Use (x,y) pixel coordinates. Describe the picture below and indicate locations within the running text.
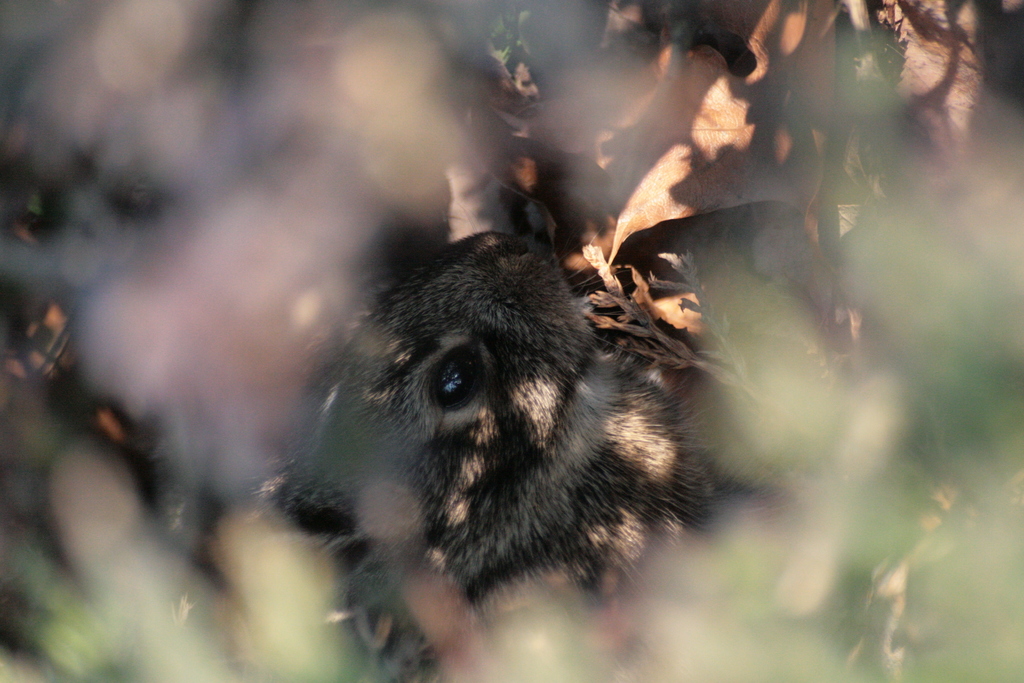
This image consists of an animal (515,451) and trees (872,424). This picture might be taken in a forest (790,391).
